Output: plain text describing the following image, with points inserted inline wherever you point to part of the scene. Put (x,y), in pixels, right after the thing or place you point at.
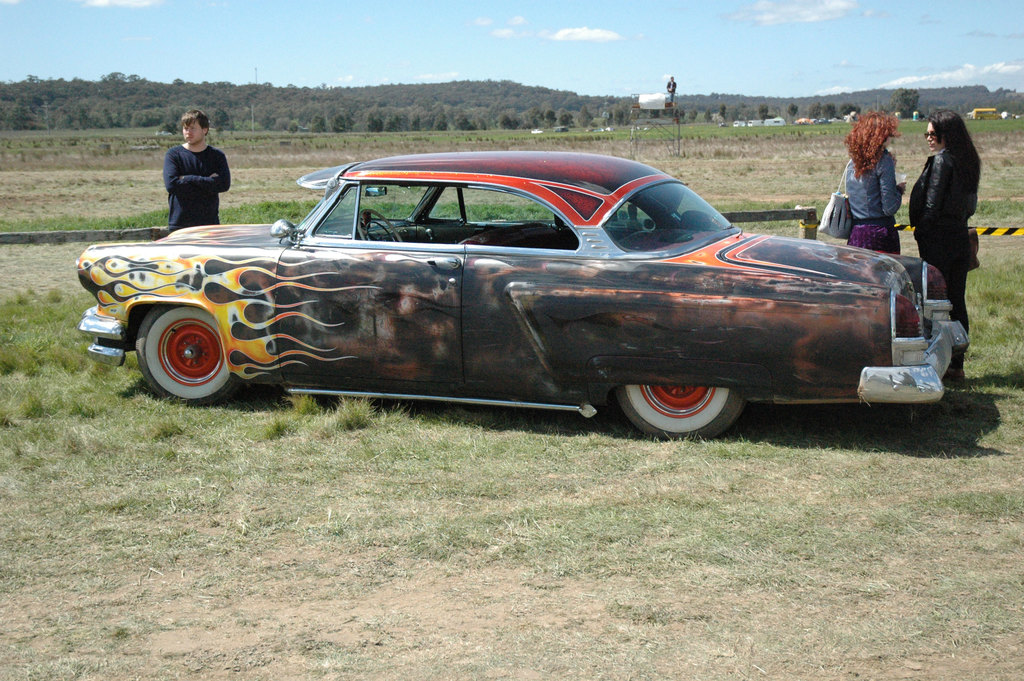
In this picture there is a classic car (508,339) parked in the ground (106,409). On the left side (180,171) there is a man (174,182) wearing black color full sleeve t-shirt (195,187) standing and looking on the left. On the right corner (859,192) there are two women (954,196) talking with each other. Behind we can see the hill (314,114) full of trees (355,121).
